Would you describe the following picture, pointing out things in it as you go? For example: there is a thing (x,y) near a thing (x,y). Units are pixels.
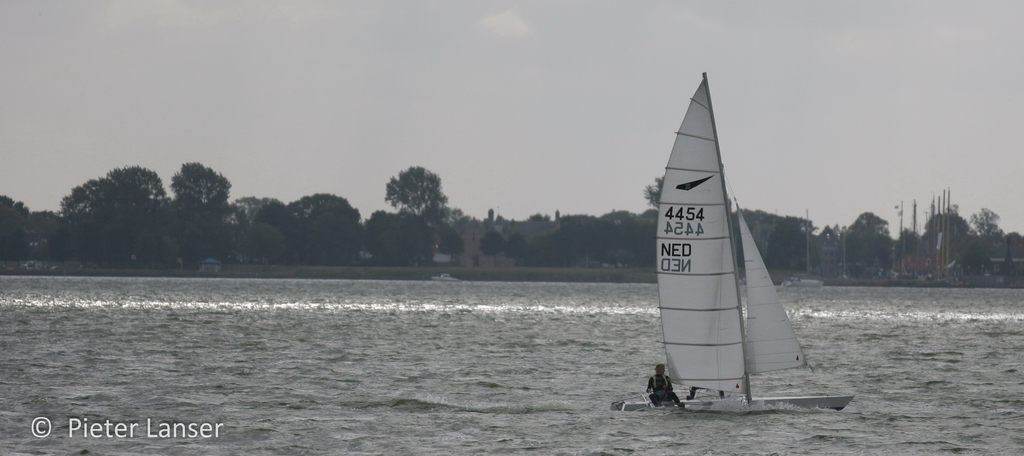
At the bottom of the image (186,336) there is water (808,437). On the water (656,415) there is a boat (614,403) with pole (746,377) and cloth (690,253). And there is a person (661,400) sitting in the boat (678,407). In the background (947,230) there are trees (789,255), buildings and poles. At the top of the image (156,91) there is sky (686,94).
